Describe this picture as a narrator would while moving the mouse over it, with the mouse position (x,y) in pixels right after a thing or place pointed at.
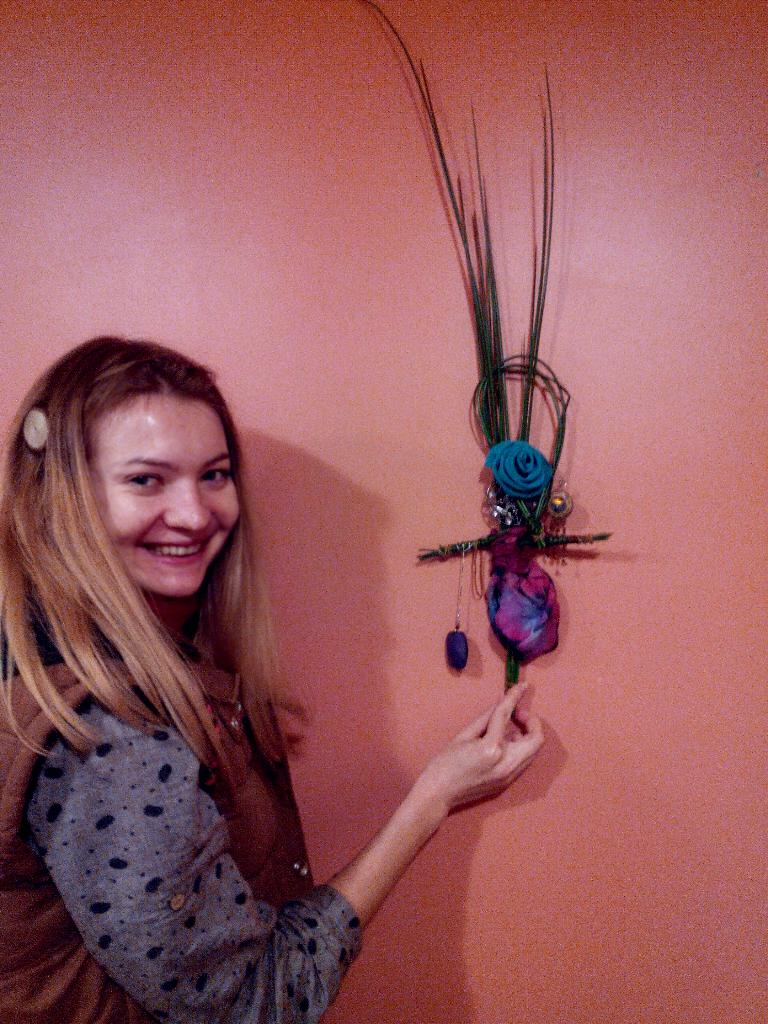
In this image, we can see a woman (172,618) is smiling and seeing. She is holding some decorative piece (513,669). Background (404,450) there is a wall (357,528).
